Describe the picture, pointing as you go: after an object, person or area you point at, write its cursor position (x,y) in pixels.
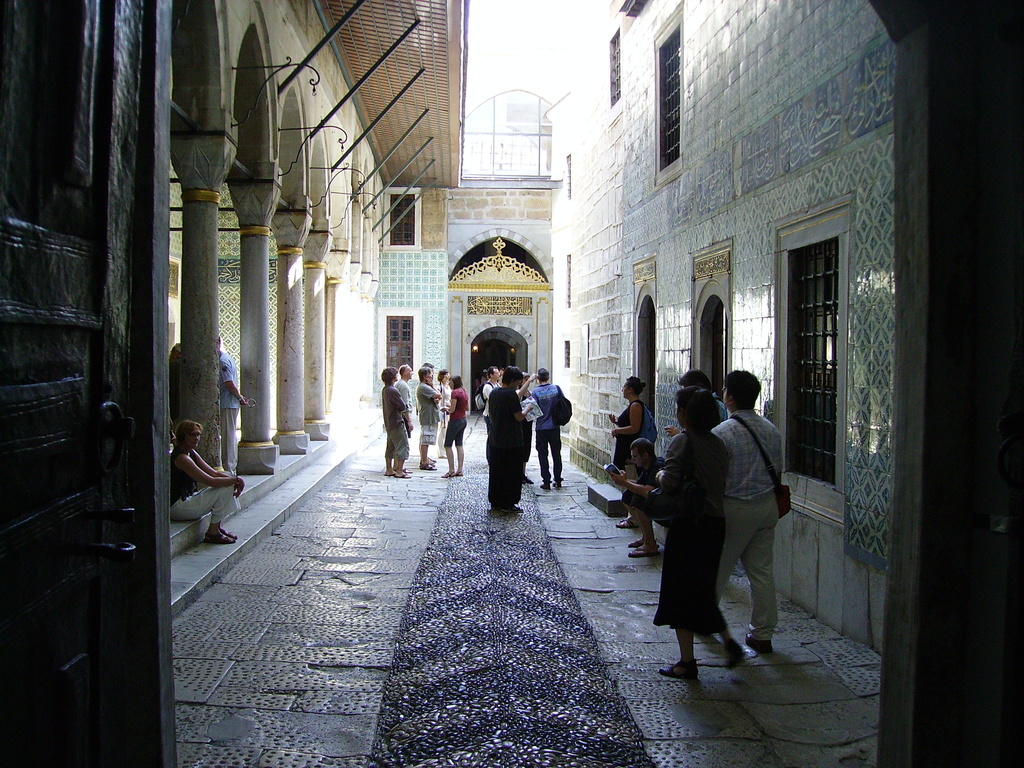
In the image we can see there are many people (531,432) standing and two of them are sitting, the people (404,417) are wearing clothes (425,430), this is a footpath (352,524), pillars (246,287), building (696,166) and a sky (524,20).
